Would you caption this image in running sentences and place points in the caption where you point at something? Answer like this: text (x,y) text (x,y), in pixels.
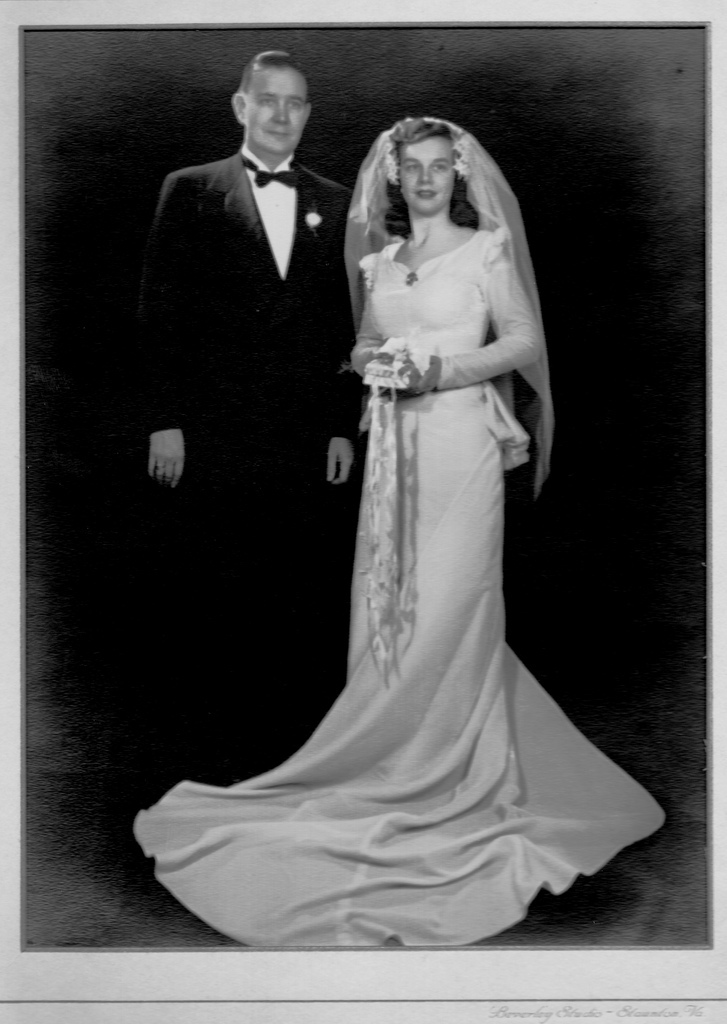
This image consists of a photograph. This image is a black and white image. In this image a man (328,216) and a woman (364,310) are standing on the floor (612,903) and they are with smiling faces (264,107).
